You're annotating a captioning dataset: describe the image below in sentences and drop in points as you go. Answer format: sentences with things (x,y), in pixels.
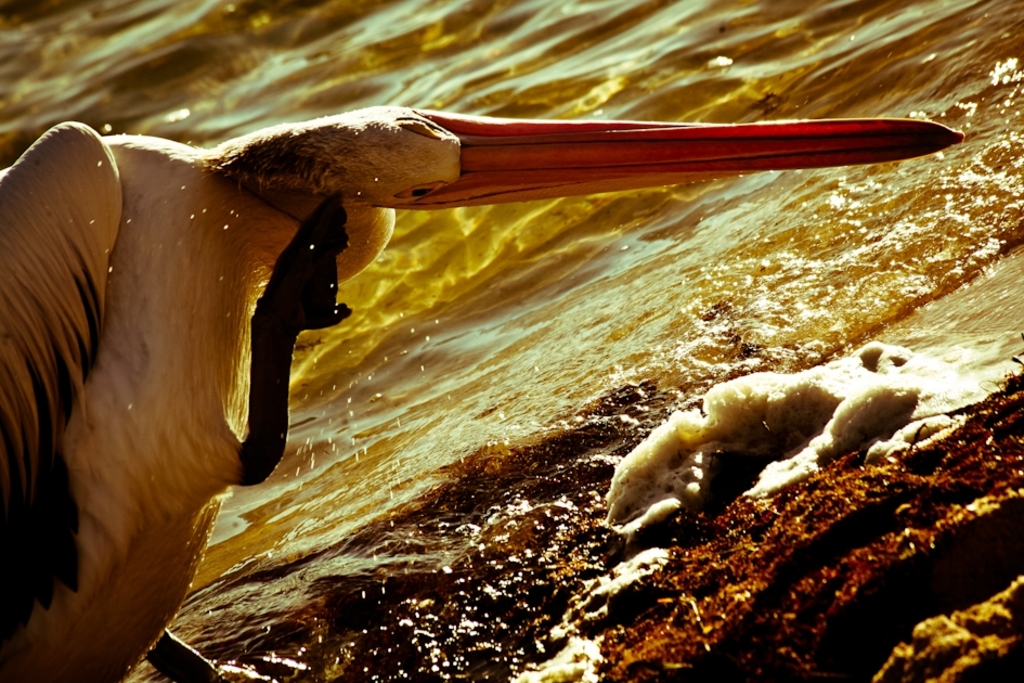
In this image, we can see an animal (234,335), there is water (481,55) flowing in the background (266,2).
